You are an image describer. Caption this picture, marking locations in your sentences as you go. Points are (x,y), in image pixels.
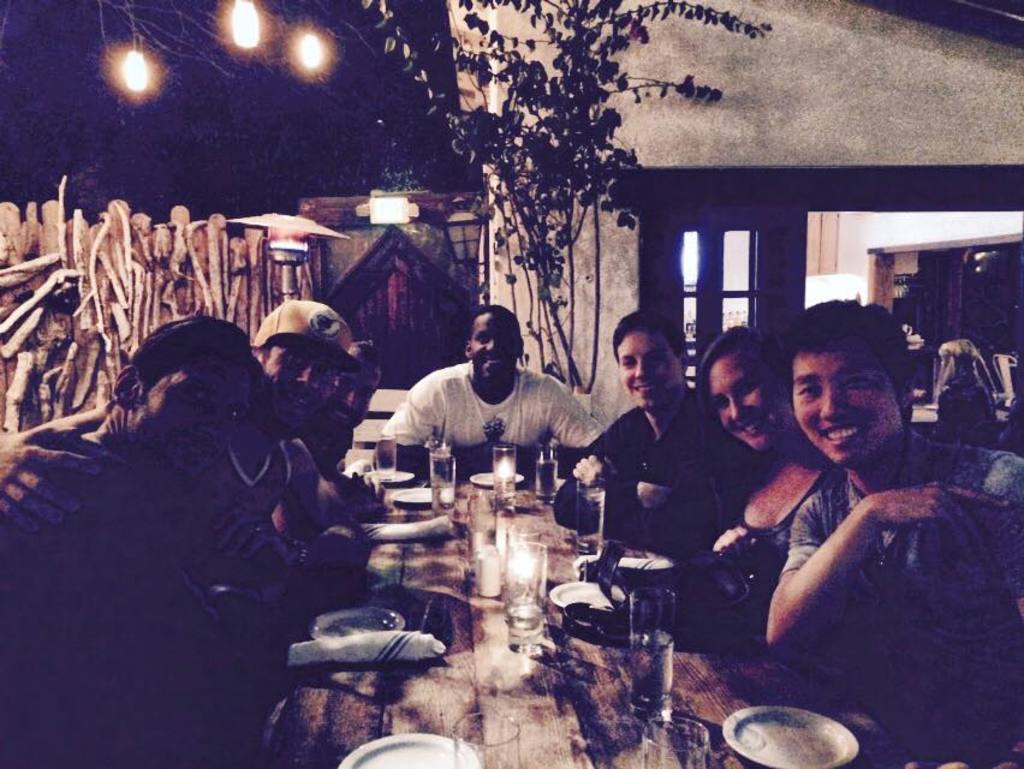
In this picture there are group of people (491,388) sitting on the chair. There is a glass (537,587), plate (554,591), candle (507,566), cloth (432,646) on the table (444,532). There is some wood (203,255) and lights (306,39). There is a tree (511,153) and a house (736,170).
